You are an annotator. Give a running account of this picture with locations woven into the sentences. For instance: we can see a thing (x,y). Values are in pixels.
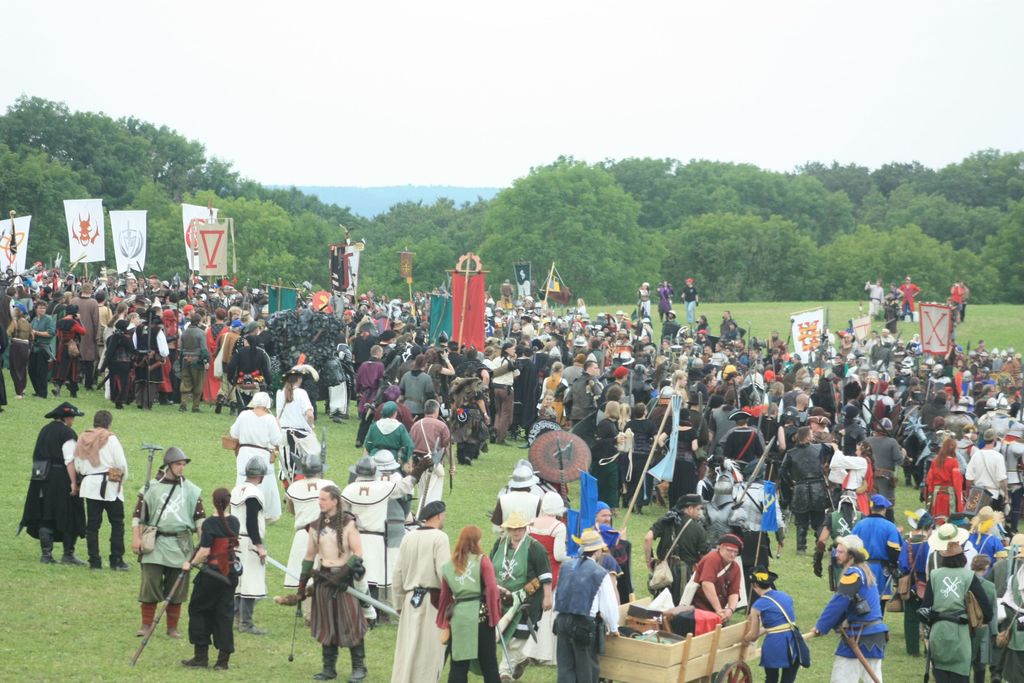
In this image we can see a group of people (542,585) wearing costumes (608,485) are standing on the grass field (810,595), some people (919,579) are holding sticks (171,592) in their hands (350,582). One person (353,557) is holding a sword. In the foreground of the image (681,669) we can see a cart (700,677) with some objects (666,637). In the background (479,328), we can see some banners (233,224), flags (93,214) and group of trees (580,264). At the top of the image (244,158) we can see the sky (519,22).
